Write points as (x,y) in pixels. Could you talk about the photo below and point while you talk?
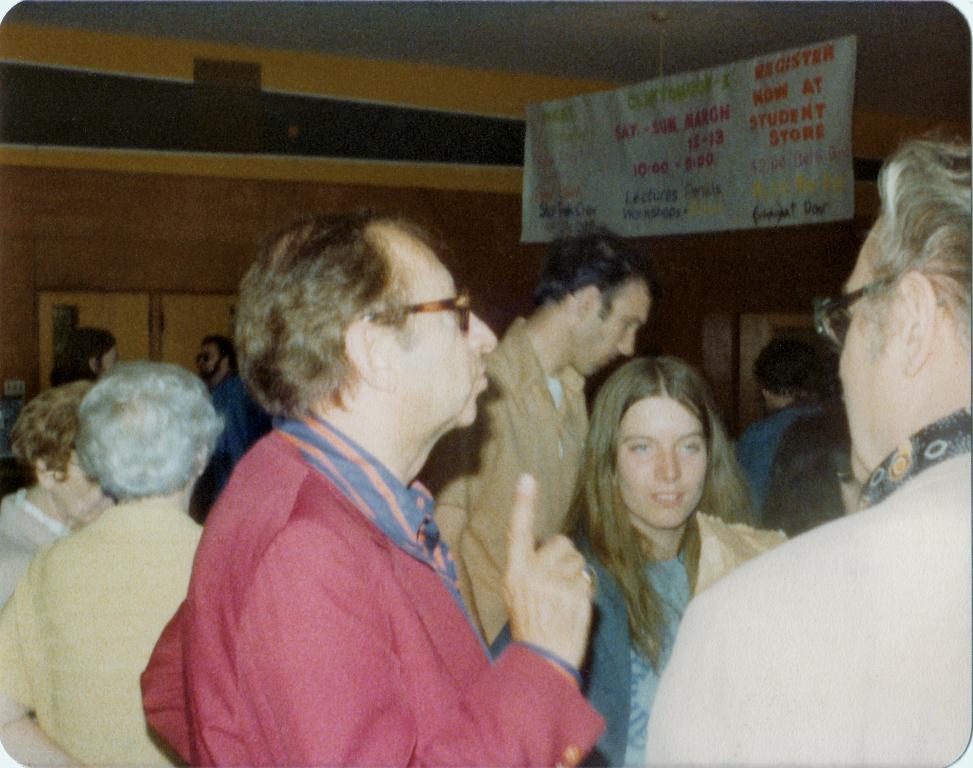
In this image there are many people (393,534) standing. Behind them there is a wall (381,182). There are doors (186,316) to the wall (207,233). At the top (575,30) there is the ceiling (661,25). There is a board (654,125) with text (650,155) hanging to the ceiling (738,27).
